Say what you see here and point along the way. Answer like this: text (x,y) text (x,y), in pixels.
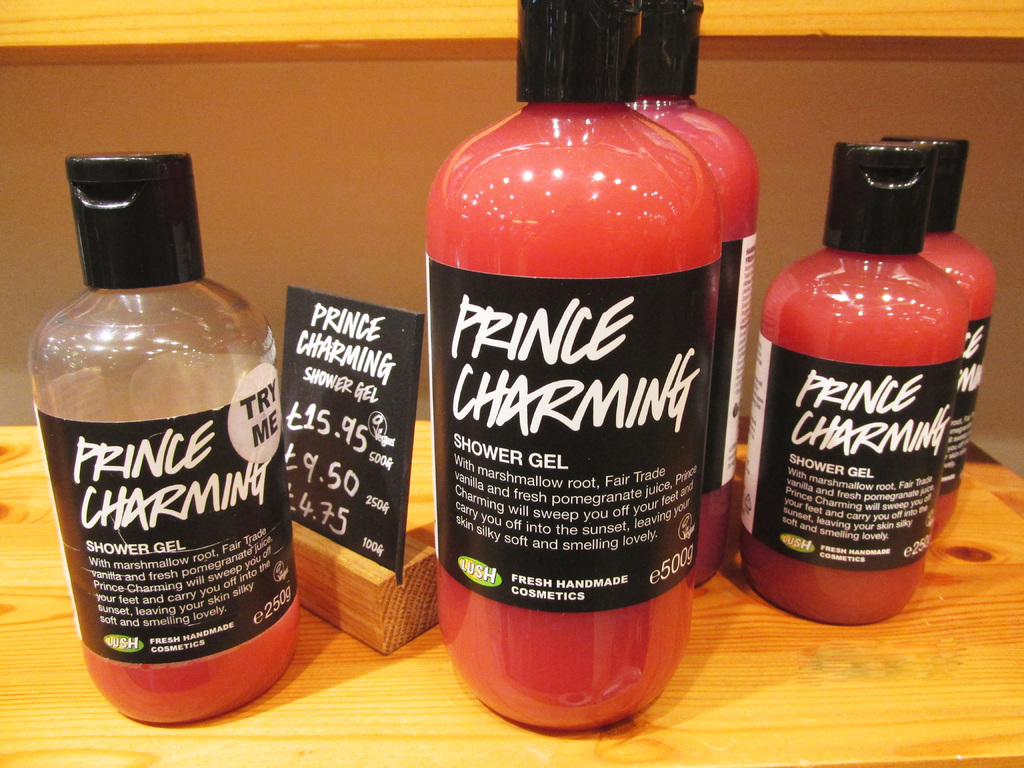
This image consists of five bottles (562,398) which are placed on a table (691,682) and there is also a thing like price tag (371,424). This bottles (508,356) have a name called Prince Charming shower gel. There is some liquid (553,211) in this bottles (553,208) that is in pink color. The cap (614,77) of the bottle (610,61) is in black color.
